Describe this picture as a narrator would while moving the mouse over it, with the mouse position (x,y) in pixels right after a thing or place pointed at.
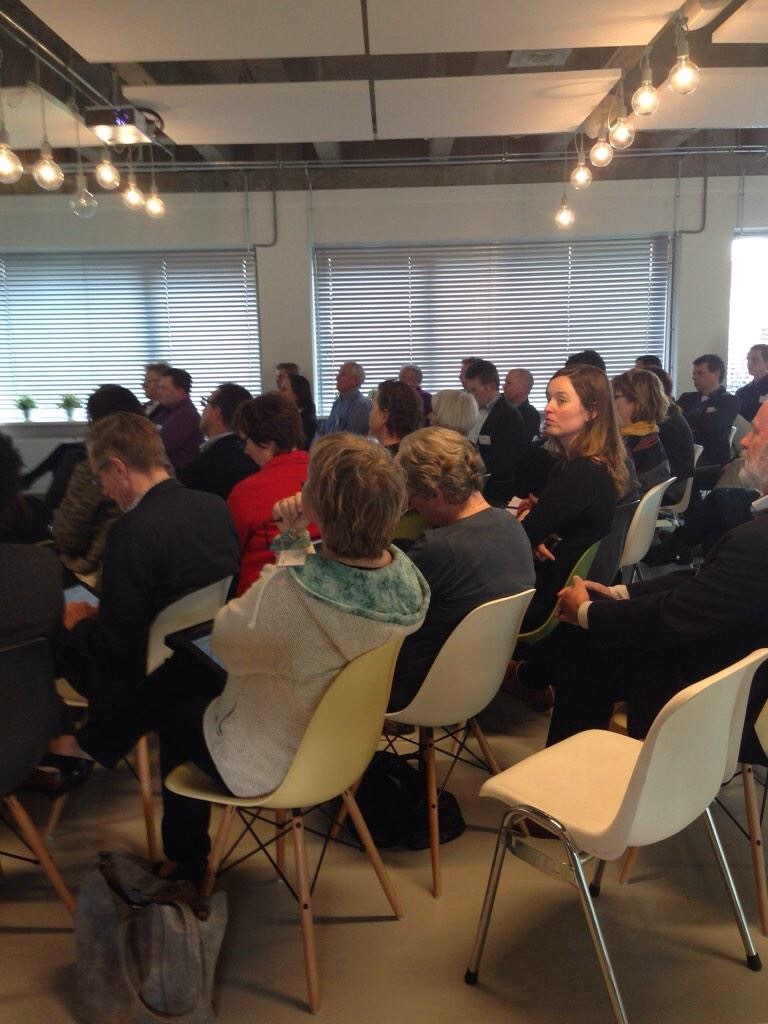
This picture is clicked inside a room (358,191). There are people (319,535) sitting on chairs (359,717). At the below left corner (186,950) there is bag (200,918) beside the chair (293,787). There are bulbs (628,131) hanging through the ceiling (612,94). In the background (412,253) there is wall (306,275), window blinds (422,285) and small plants (33,407).
